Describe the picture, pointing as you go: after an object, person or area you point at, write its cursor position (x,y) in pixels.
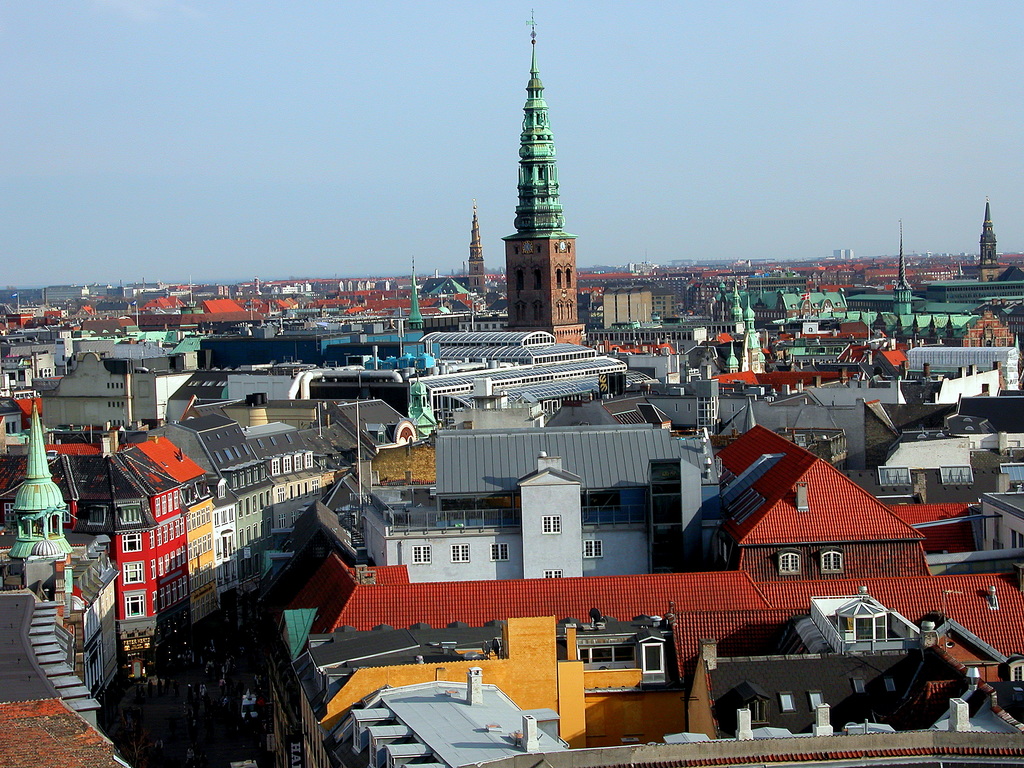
In this image I can see many buildings (49,480) they are in multicolor. Background (170,102) I can see sky (391,133) in blue color.
